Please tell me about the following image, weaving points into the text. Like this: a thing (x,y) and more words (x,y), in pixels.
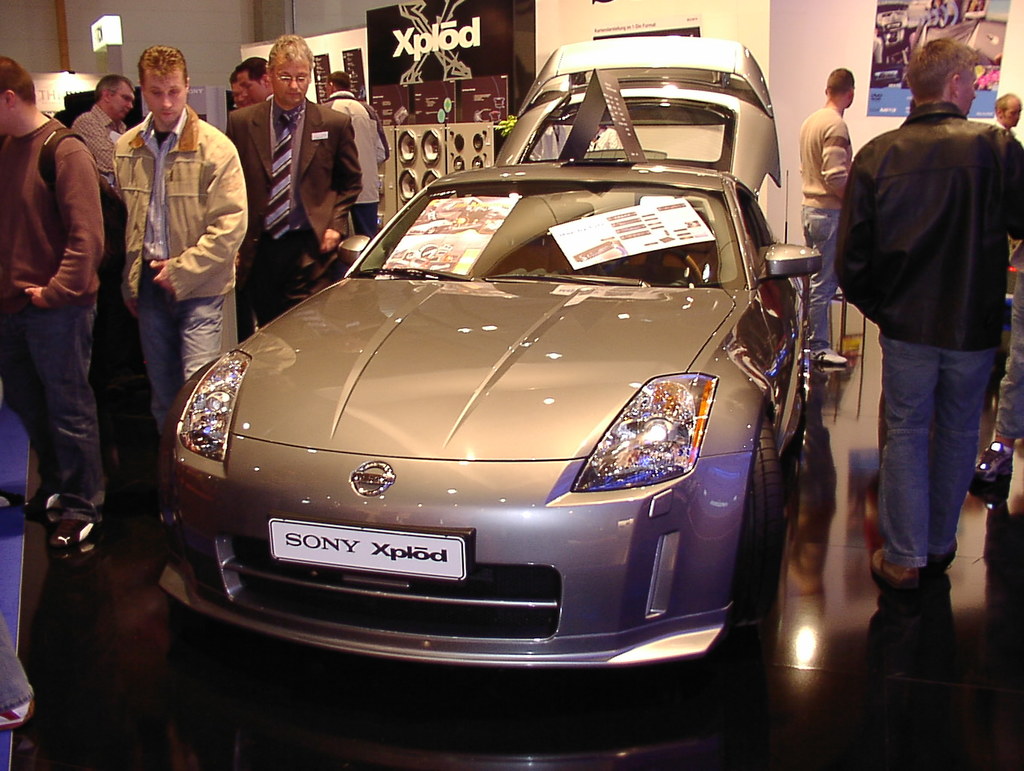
In this picture we can see a car (217,520) and aside to this car (647,182) we can see some persons (342,225) standing and in the background (344,70) we can see wall (207,50), banners (899,55).
